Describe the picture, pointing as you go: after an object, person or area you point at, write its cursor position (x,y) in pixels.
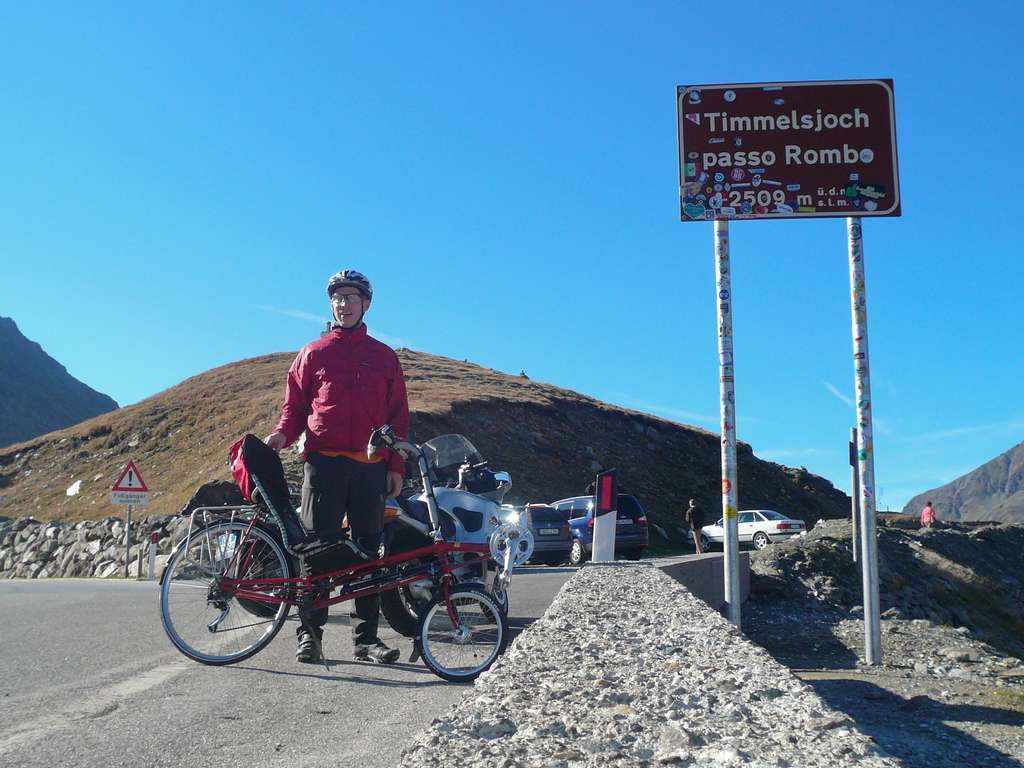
In this picture I can see a person (304,503) standing and holding bicycle (324,552), behind there are few vehicles (481,507) and some people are on the road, around there are some hills (63,454) and boards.
